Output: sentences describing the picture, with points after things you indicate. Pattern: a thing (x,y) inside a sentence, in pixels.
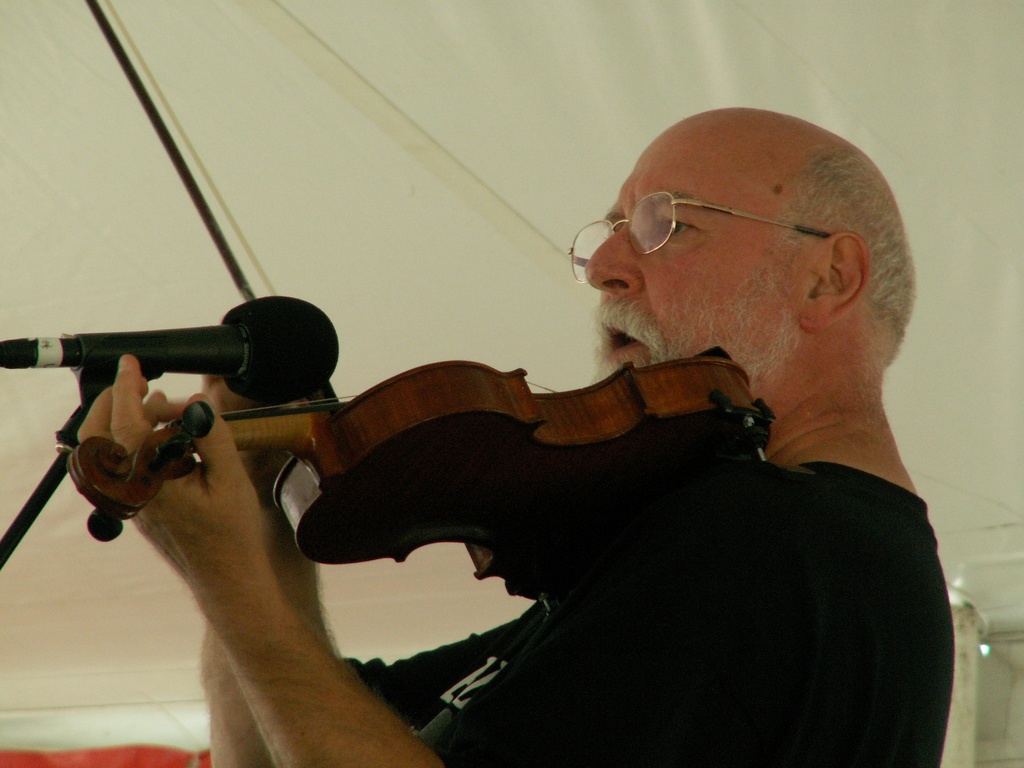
There is a man (621,279) playing violin (488,410). He wear spectacles (648,230) and a T-Shirt (776,517) this is the microphone (328,373). He opened his mouth (628,350).
